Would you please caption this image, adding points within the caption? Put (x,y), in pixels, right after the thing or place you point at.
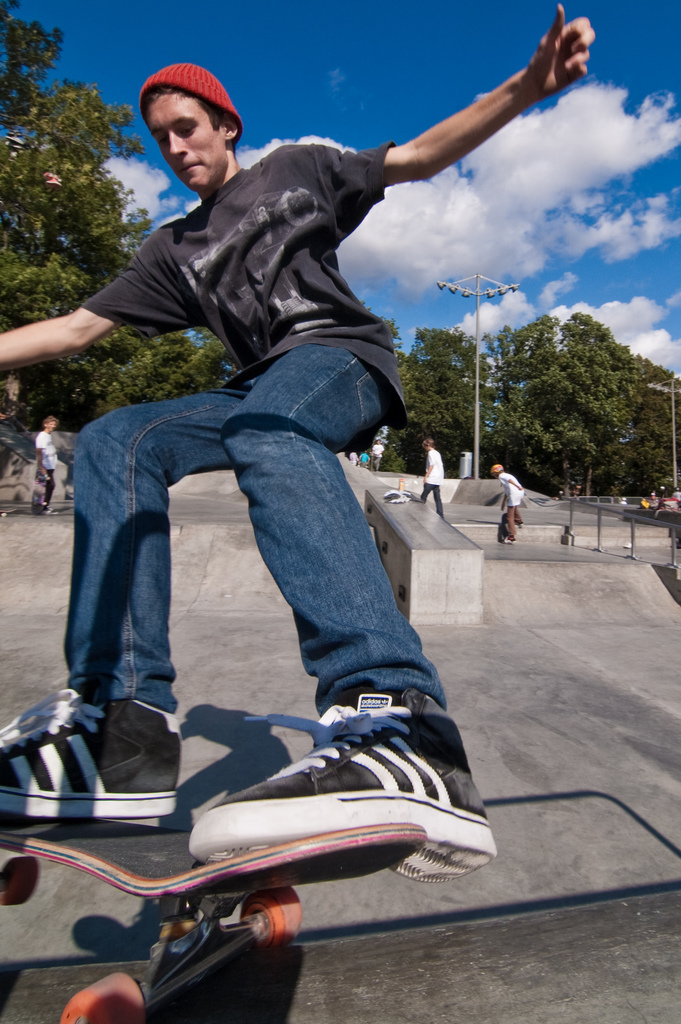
This image is clicked outside. There are trees (13,291) in the middle (398,353). There are so many persons (308,600) skating in the middle (356,579). There is sky (481,230) at the top (473,225).
